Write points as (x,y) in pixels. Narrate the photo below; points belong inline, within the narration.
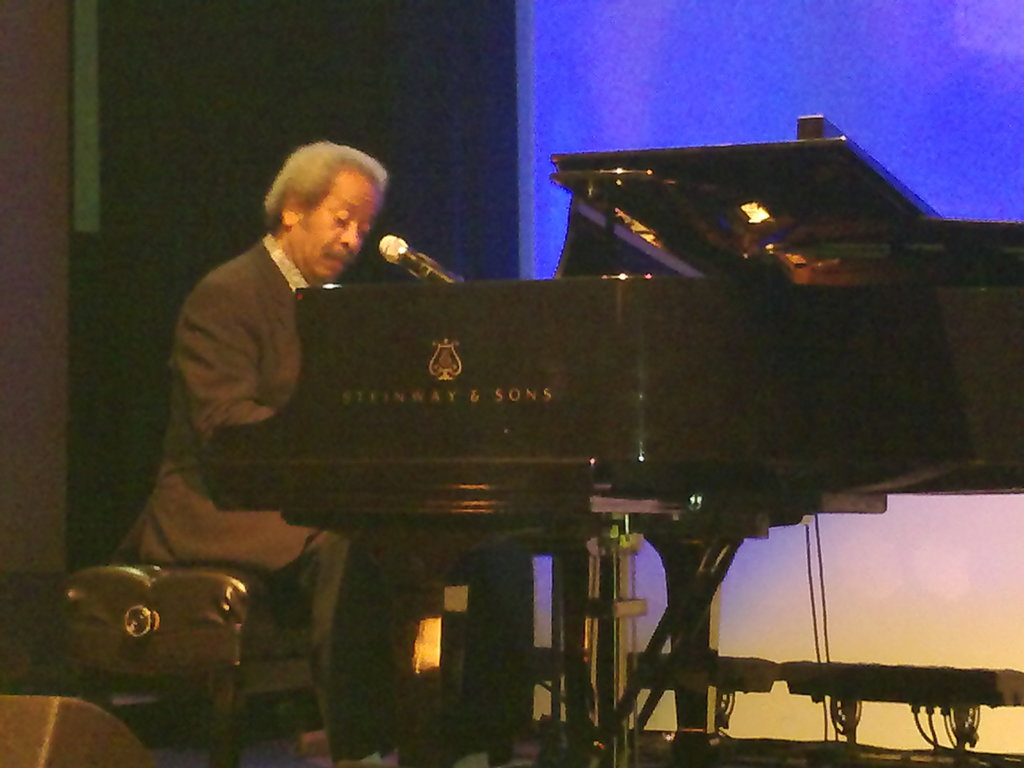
As we can see in the image there is a man (246,353) sitting on chair (121,581) and playing musical instrument (597,388).
